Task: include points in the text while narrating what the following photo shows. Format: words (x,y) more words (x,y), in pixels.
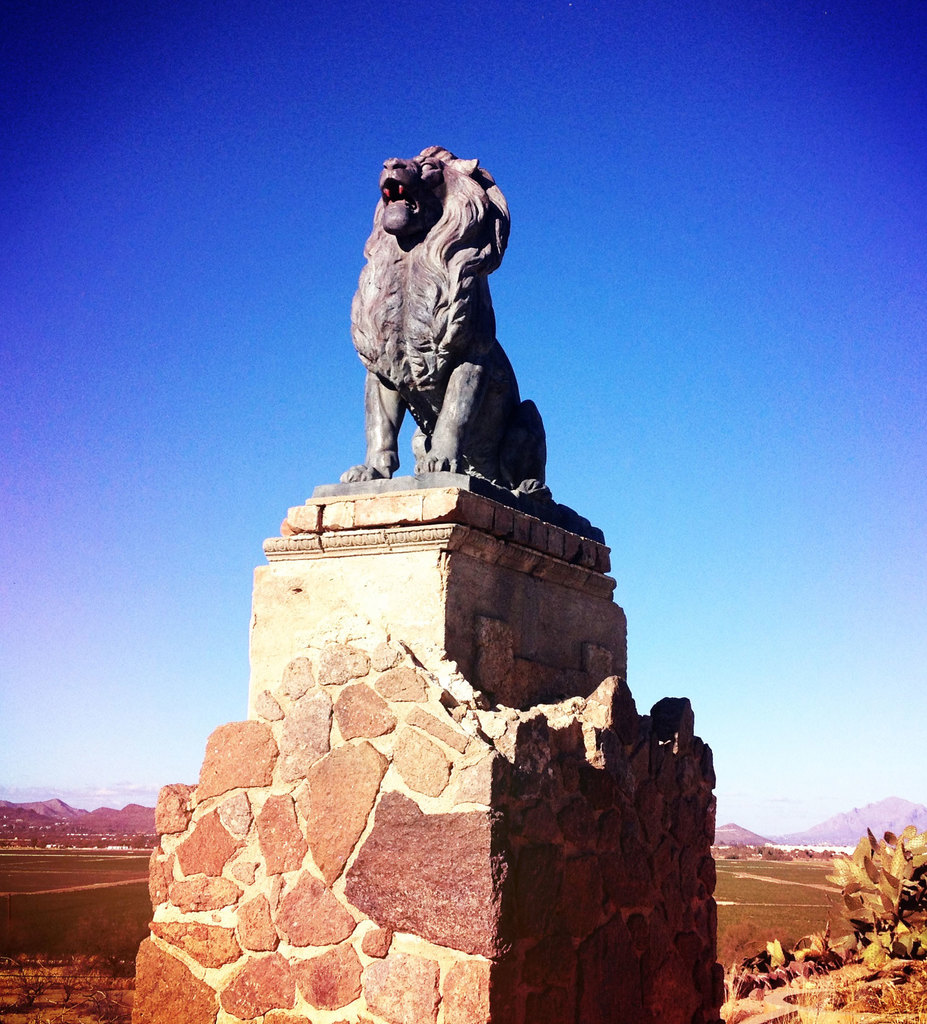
In the center of the image (388,670) we can see a solid structure (366,641). On the solid structure (400,553), we can see one statue (401,395). In the background (346,418), we can see the sky (42,196), hills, plants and grass (69,1006).
